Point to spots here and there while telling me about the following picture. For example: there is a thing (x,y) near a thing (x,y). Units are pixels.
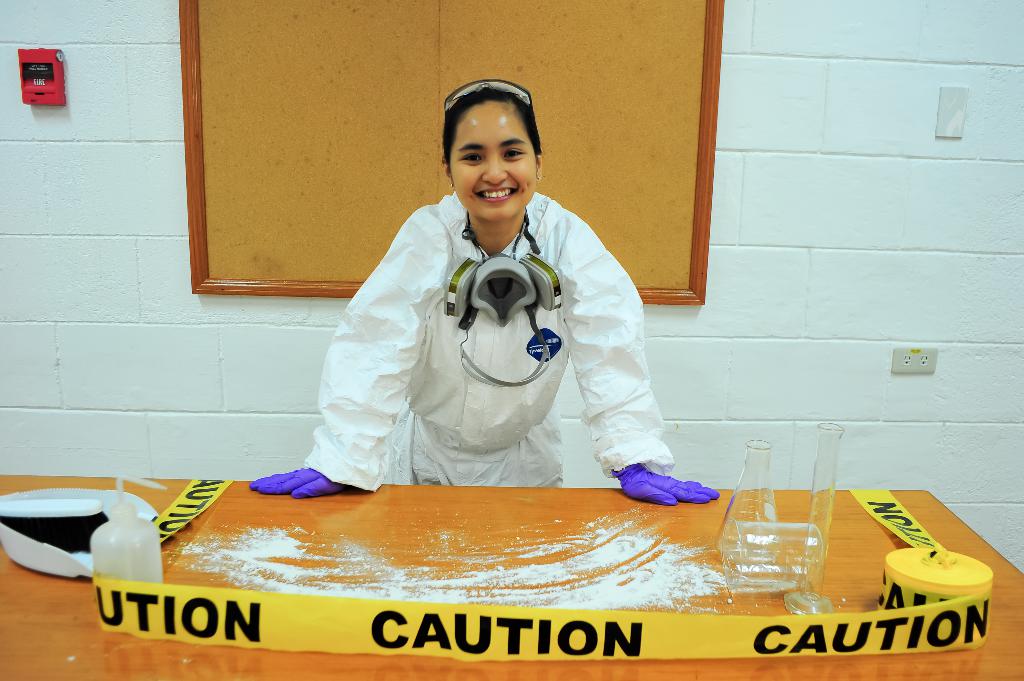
In this image there is powder (650,582), caution tape (605,653), spray bottle (119,559), measuring jar (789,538), measuring flask (762,513) on the table (519,517), a woman (493,416) standing and smiling, board (667,36) attached to the wall (2,65).
